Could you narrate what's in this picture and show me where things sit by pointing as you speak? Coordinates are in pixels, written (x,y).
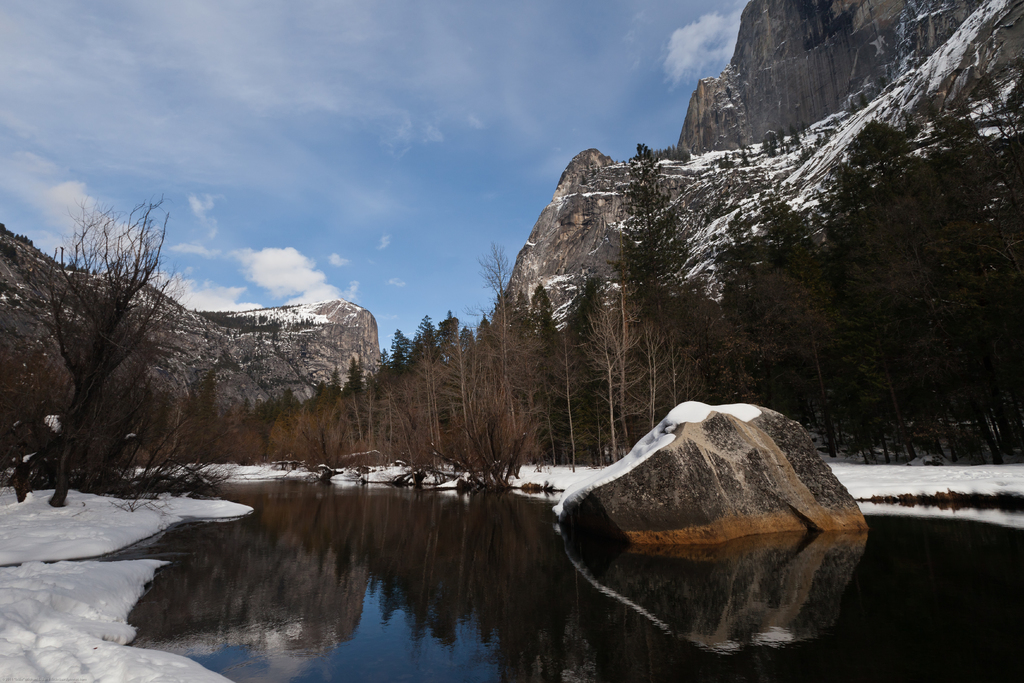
In the image we can see mountains (816,182), trees (730,390), big stone (681,462), snow (544,467), water (324,615) and a cloudy sky (346,163).
